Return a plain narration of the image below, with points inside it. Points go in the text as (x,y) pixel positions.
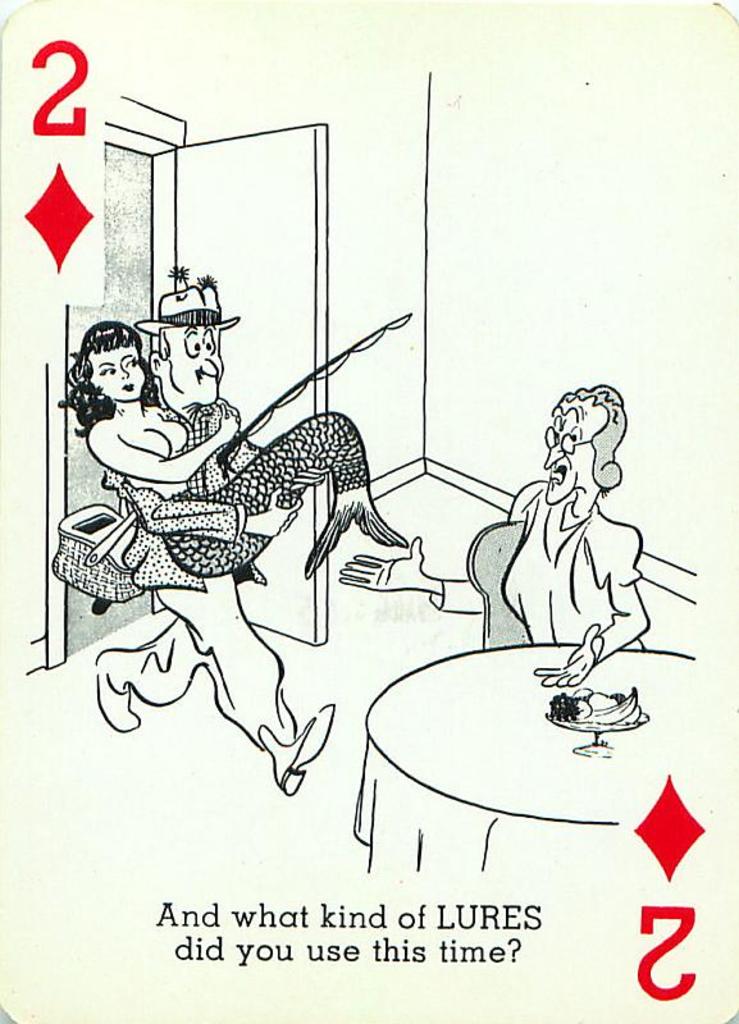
In this image I can see a card (190,556) on which I can see some text (393,912) and few cartoon images (114,411).
